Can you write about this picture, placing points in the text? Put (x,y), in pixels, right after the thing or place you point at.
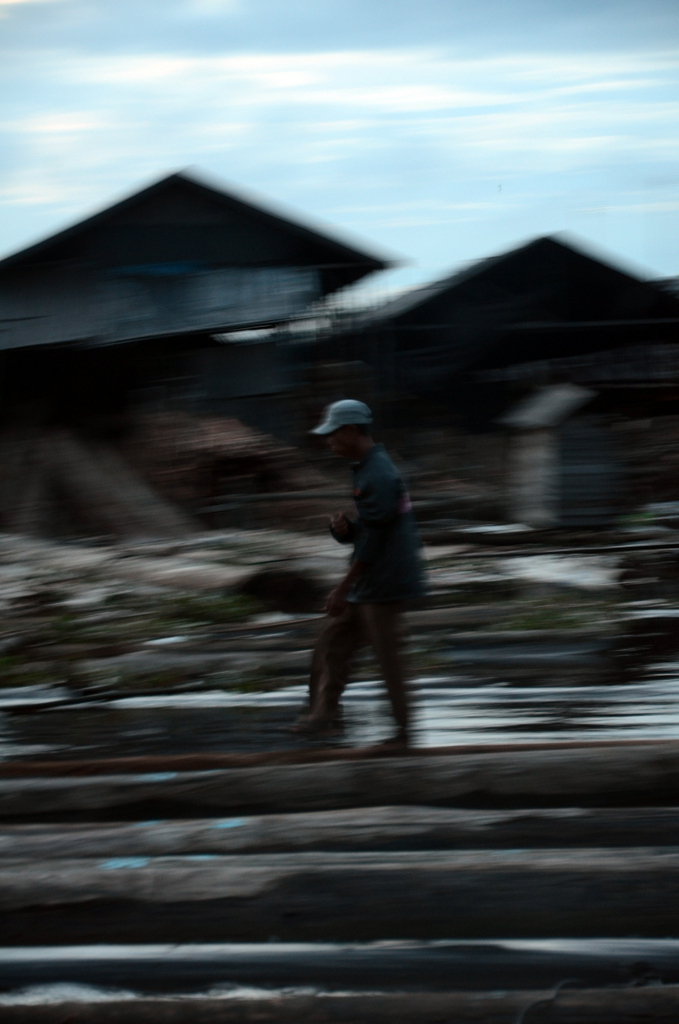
In this image person (326,665) is walking on the wooden log (254,768). At the back side (444,350) there are buildings (442,359) and sky (466,150).
